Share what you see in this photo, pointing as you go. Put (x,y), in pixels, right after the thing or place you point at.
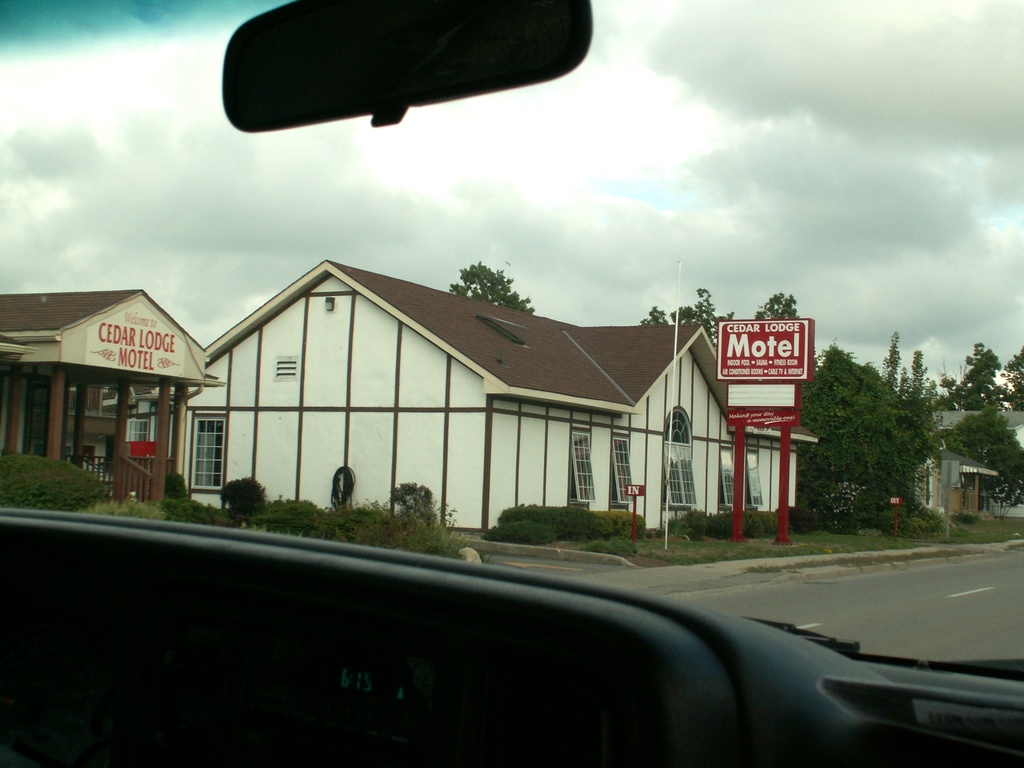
In this picture we can see a mirror (511,51), digital timer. Through windshield glass (997,243) we can see the outside view. We can see the houses (683,407), windows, boards (774,341), green grass (681,551), trees (940,403), plants (592,535) and a bundle of black wire (348,468), wooden railing (116,479).
